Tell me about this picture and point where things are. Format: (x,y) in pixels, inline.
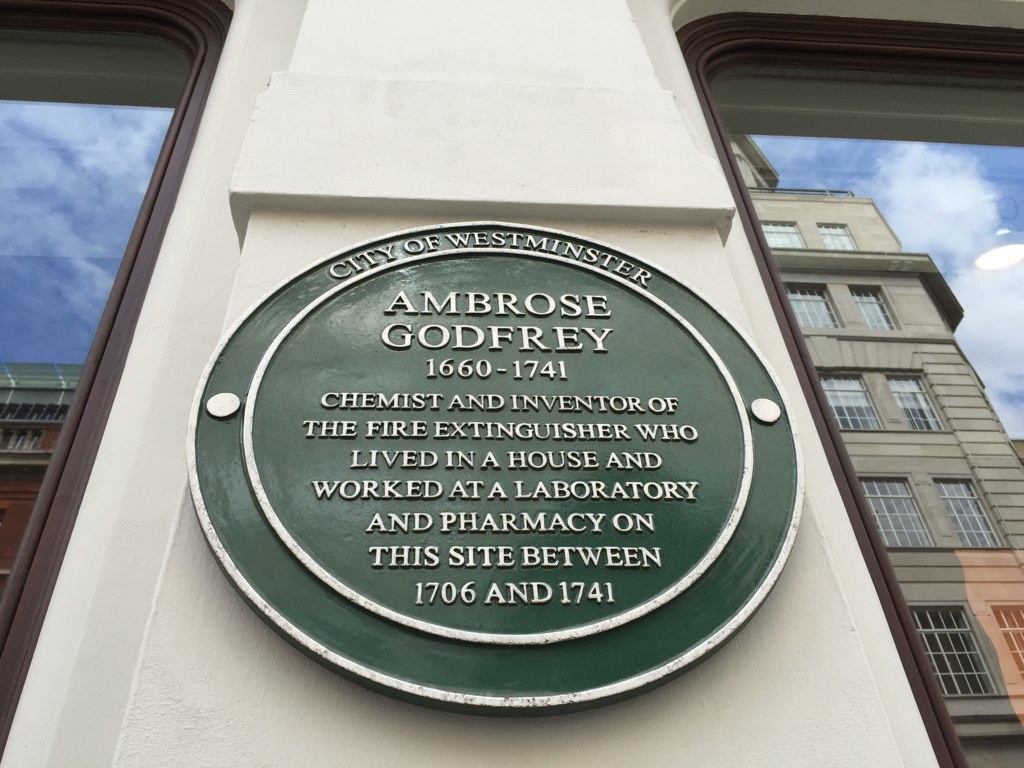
In this image I can see a green colour thing (507,413) in the front (707,421) and on it I can see something is written. On the both sides of the image I can see glass windows (160,161). On these windows (160,153) I can see reflection (966,625) of few buildings (865,379), clouds (906,224) and the sky (896,206). On the right side of the image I can see a light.
